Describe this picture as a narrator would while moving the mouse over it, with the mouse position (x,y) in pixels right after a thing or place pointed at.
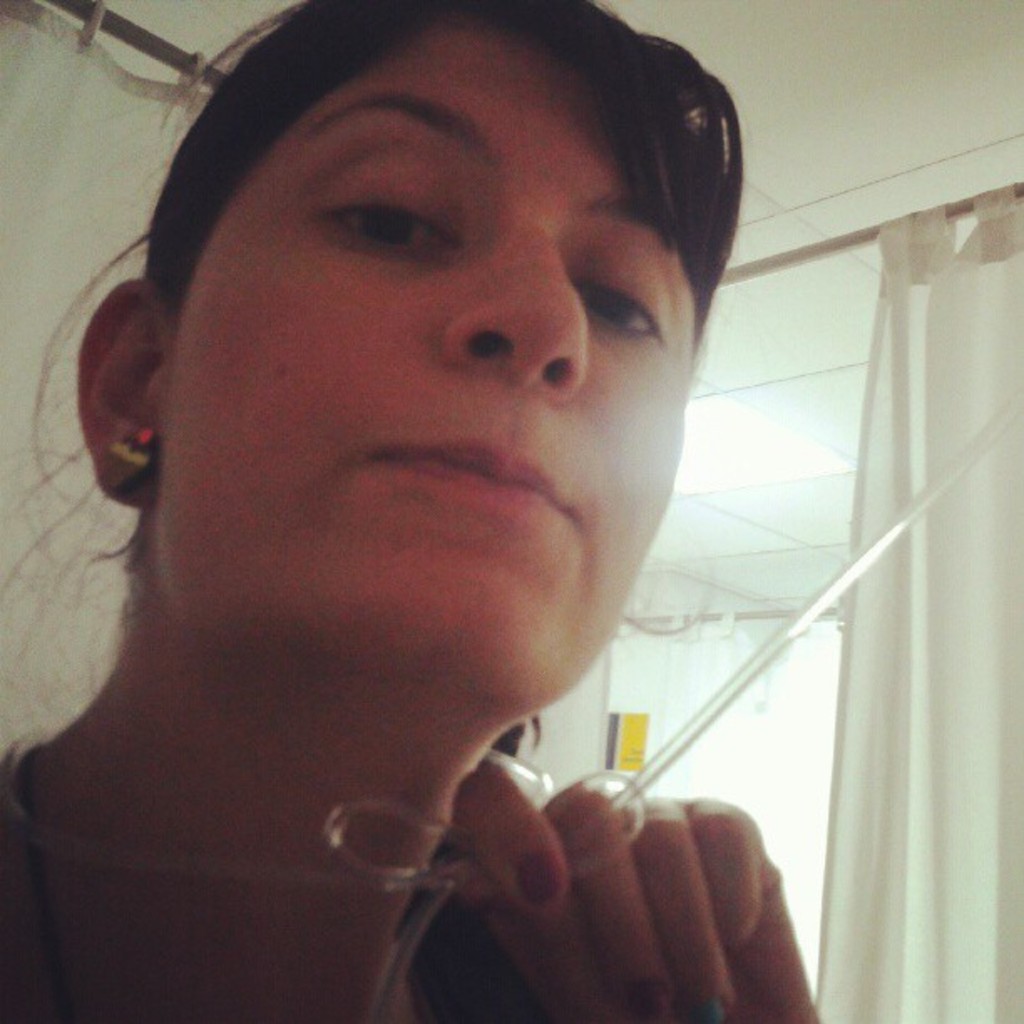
In this picture there is a woman (363,547) holding a rubber pipe (423,817). In the background of the image (1005,625) we can see curtains (946,571) hanging on rods (957,208), poster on wall (647,711), ceiling (748,500) and light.
